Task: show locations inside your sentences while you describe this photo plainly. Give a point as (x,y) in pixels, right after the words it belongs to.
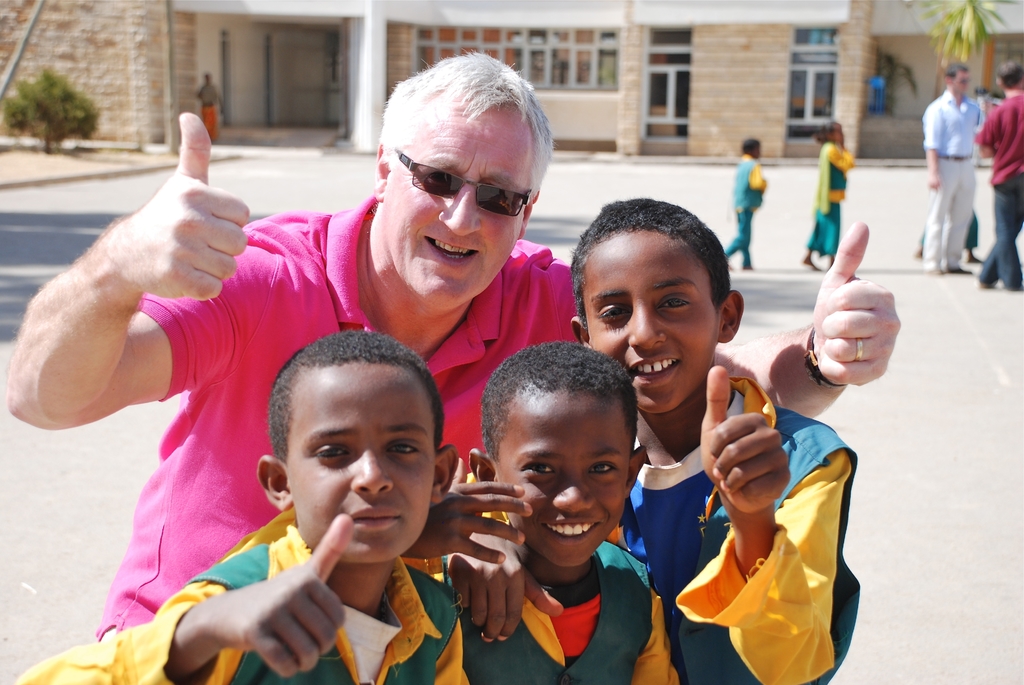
There is a man (242,239) wearing specs (444,198). Near to him there are three children (528,496). In the background (452,27) there is a building (334,29) with brick wall (103,23), pillars (383,62) and windows (522,60). Also there is a tree (64,109). On the right side (822,158) there are few people (939,153).
